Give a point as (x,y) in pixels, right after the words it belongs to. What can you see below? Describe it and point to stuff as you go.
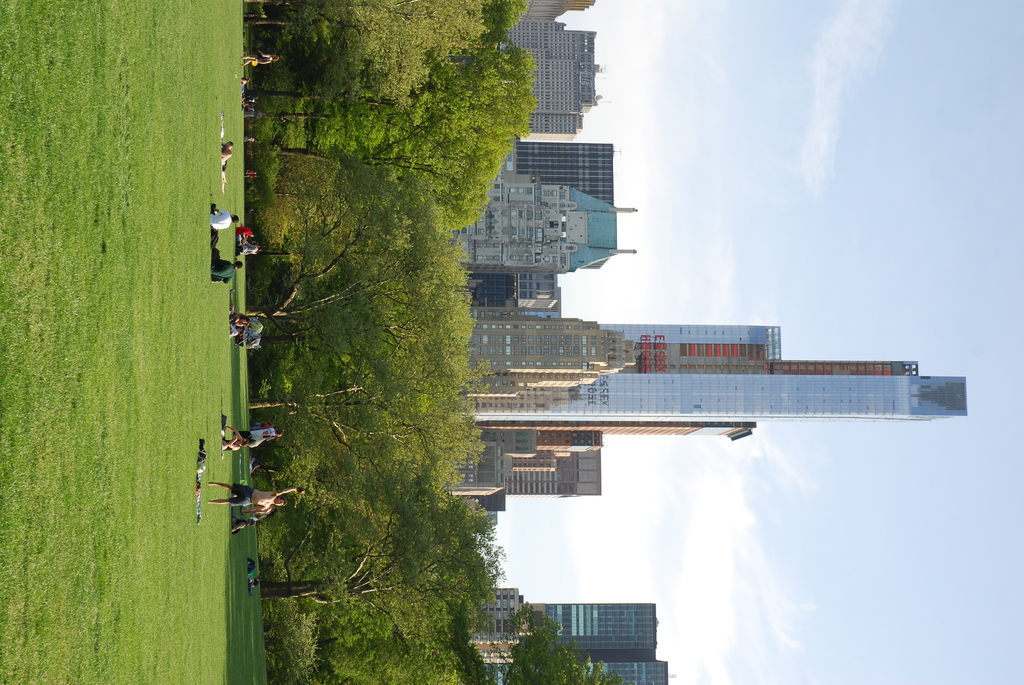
In this image in the center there are persons (224,263) standing and sitting. In the background (345,234) there are trees (436,197), buildings (496,307) on the left side (37,240) there is grass (70,214) on the ground (60,222) and the sky (732,195) is cloudy.
